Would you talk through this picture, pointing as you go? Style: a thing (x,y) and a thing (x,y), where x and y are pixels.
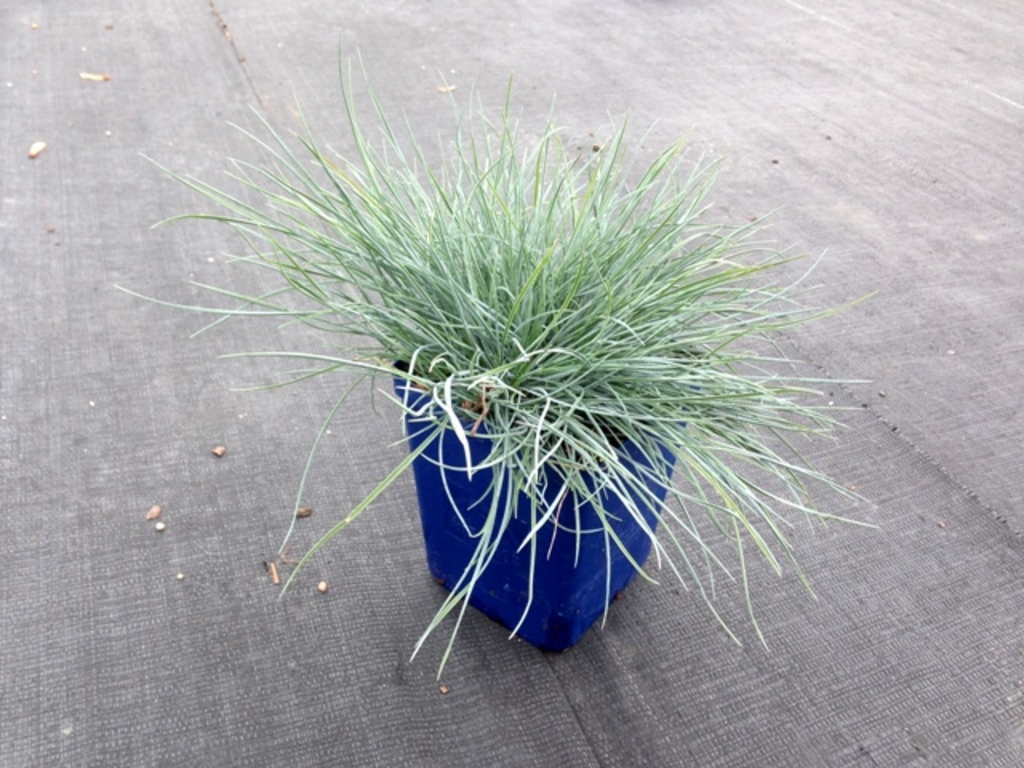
In this image I can see a plant (449,377) in a blue colour pot (514,531). I can also see few things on the surface (173,427).
